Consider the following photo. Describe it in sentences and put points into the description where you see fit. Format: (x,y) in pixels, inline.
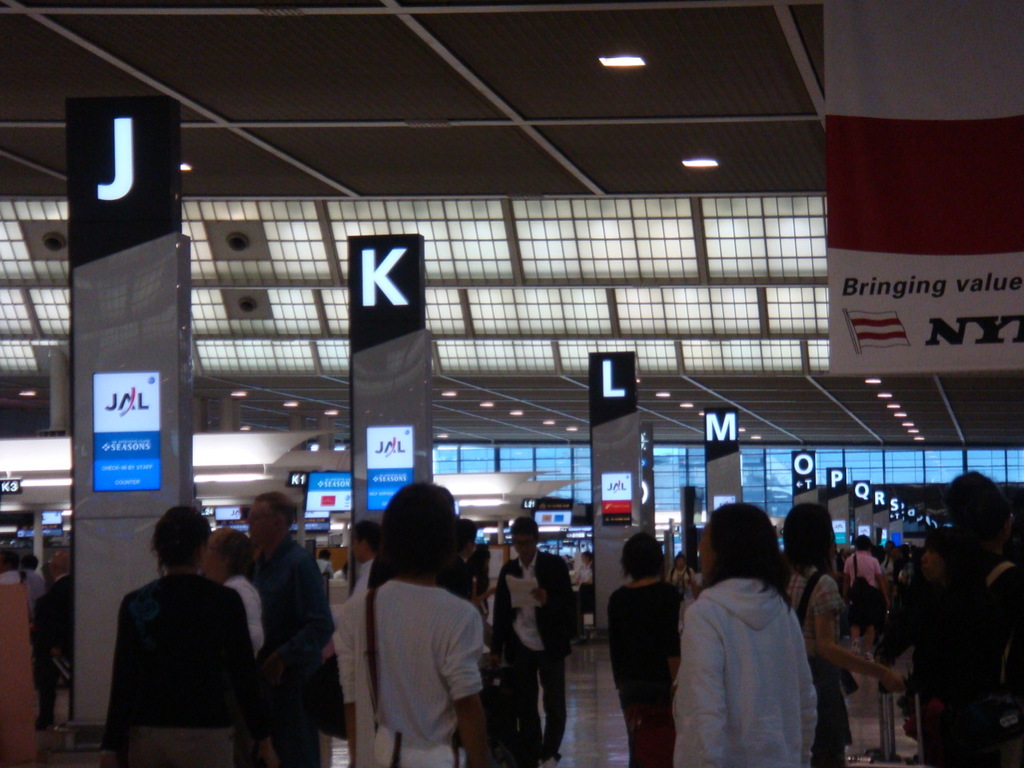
In this image there are a few people (418,647) standing and walking by holding luggage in their hands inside an airport (577,442) and there are a few counters (169,501) with screens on them, on top of the image (928,232) there is a banner (928,273) hanging from the ceiling (737,52).
